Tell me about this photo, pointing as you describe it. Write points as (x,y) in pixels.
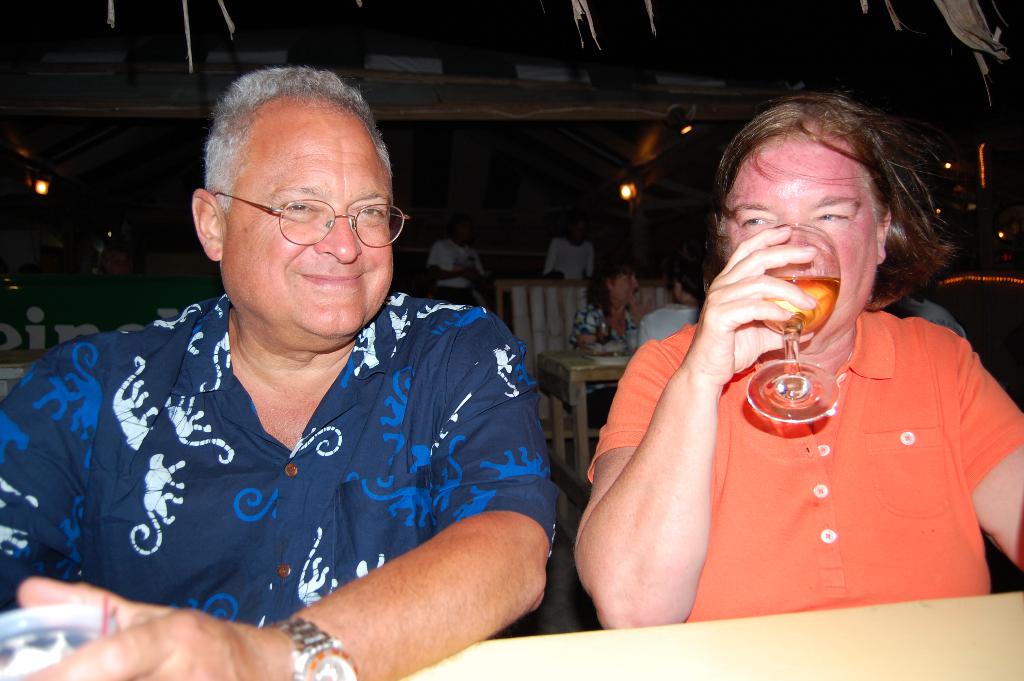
In the image we can see there are two people (406,530) who are sitting and a person (850,453) over here is drinking a wine (822,295) in wine glass (824,380). At the back (658,339) there are lot of people (582,336) sitting.
